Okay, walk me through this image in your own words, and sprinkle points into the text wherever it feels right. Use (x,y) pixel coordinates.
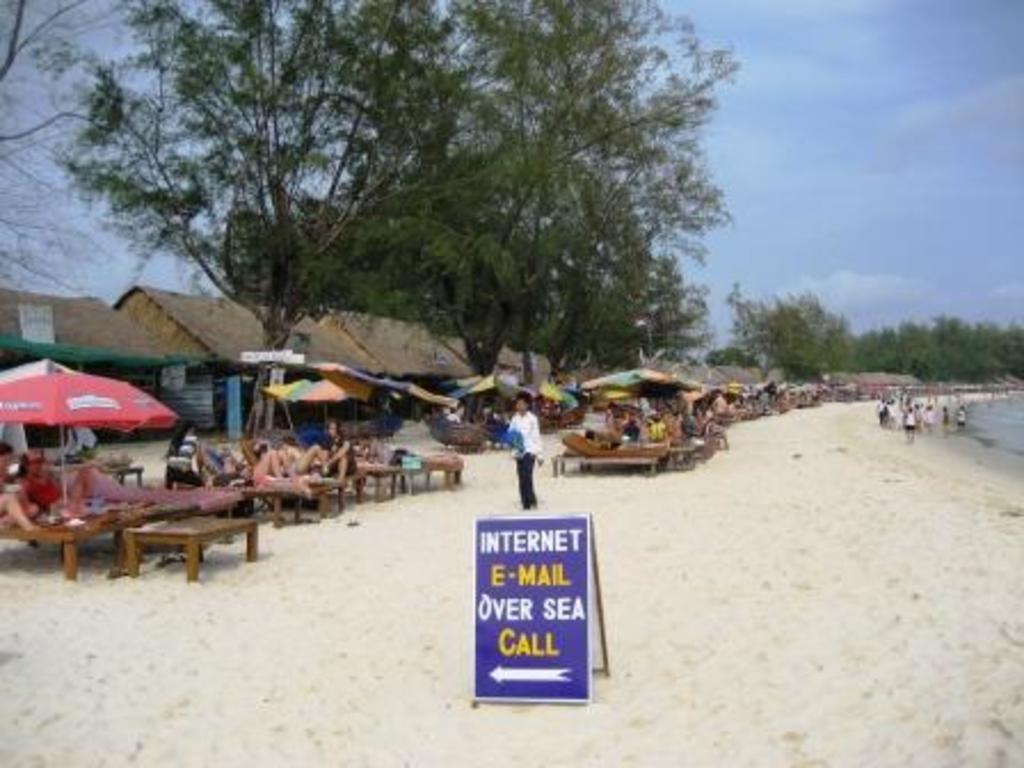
In this image I see a blue color board (540,572) on which there are words (534,646) written and I see an arrow (541,677) over here and I see number of people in which most of them are lying on the chairs (482,445) and I see few people (881,406) on the sand (771,479). In the background (70,362) I see the houses (24,343), trees (531,311), water (1007,433) over here and the blue sky (716,244) and I can also see few umbrellas (313,396).
